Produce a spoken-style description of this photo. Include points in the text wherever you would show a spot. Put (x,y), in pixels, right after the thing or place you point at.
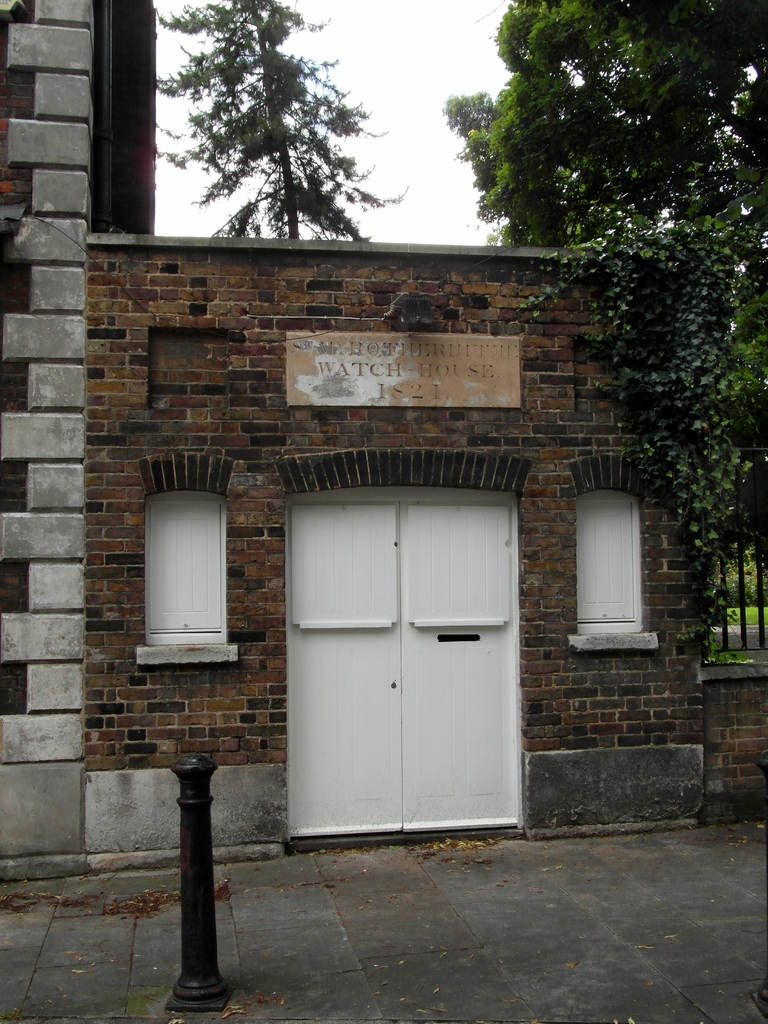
In this image there is a wall (546,588) having a door (408,649) and windows (197,627). There is a pole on the pavement (503,953). Right side (757,568) there is a fence (743,606) on the wall (724,747). A board (497,401) is attached to the wall (522,326). Background (184,73) there are trees (194,71). Top of the image (408,108) there is sky (408,108).
